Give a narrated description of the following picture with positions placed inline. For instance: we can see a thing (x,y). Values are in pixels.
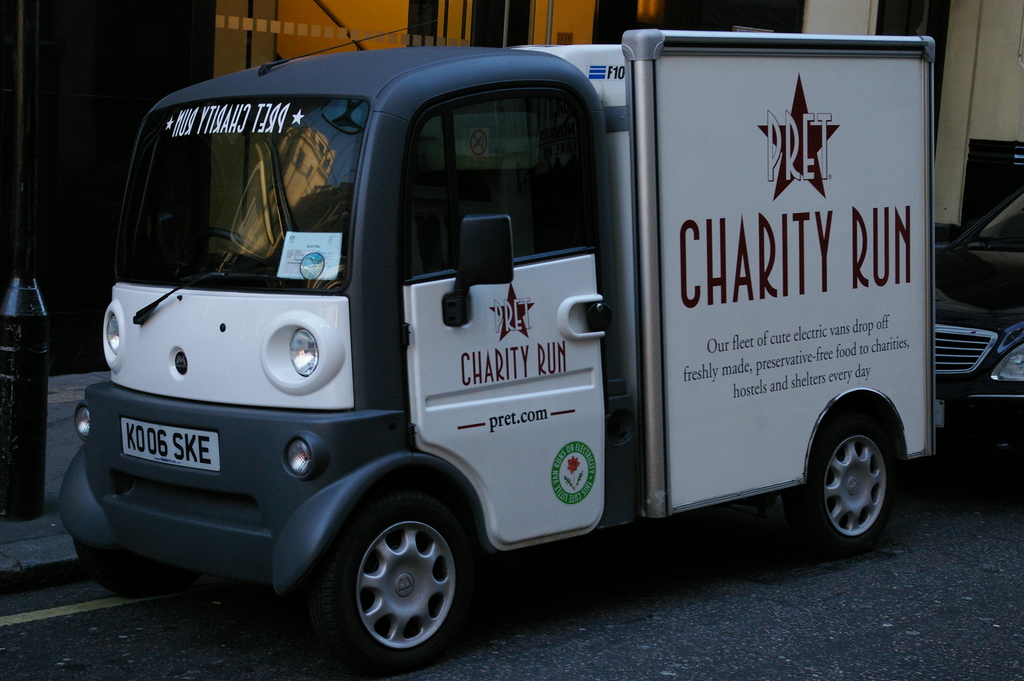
In this image we can see vehicles (810,285). On the vehicle (547,316) there is text (770,331). Also there are logos (571,481). In the back (457,42) there is a building (543,14). Also we can see a pole (19,335).
